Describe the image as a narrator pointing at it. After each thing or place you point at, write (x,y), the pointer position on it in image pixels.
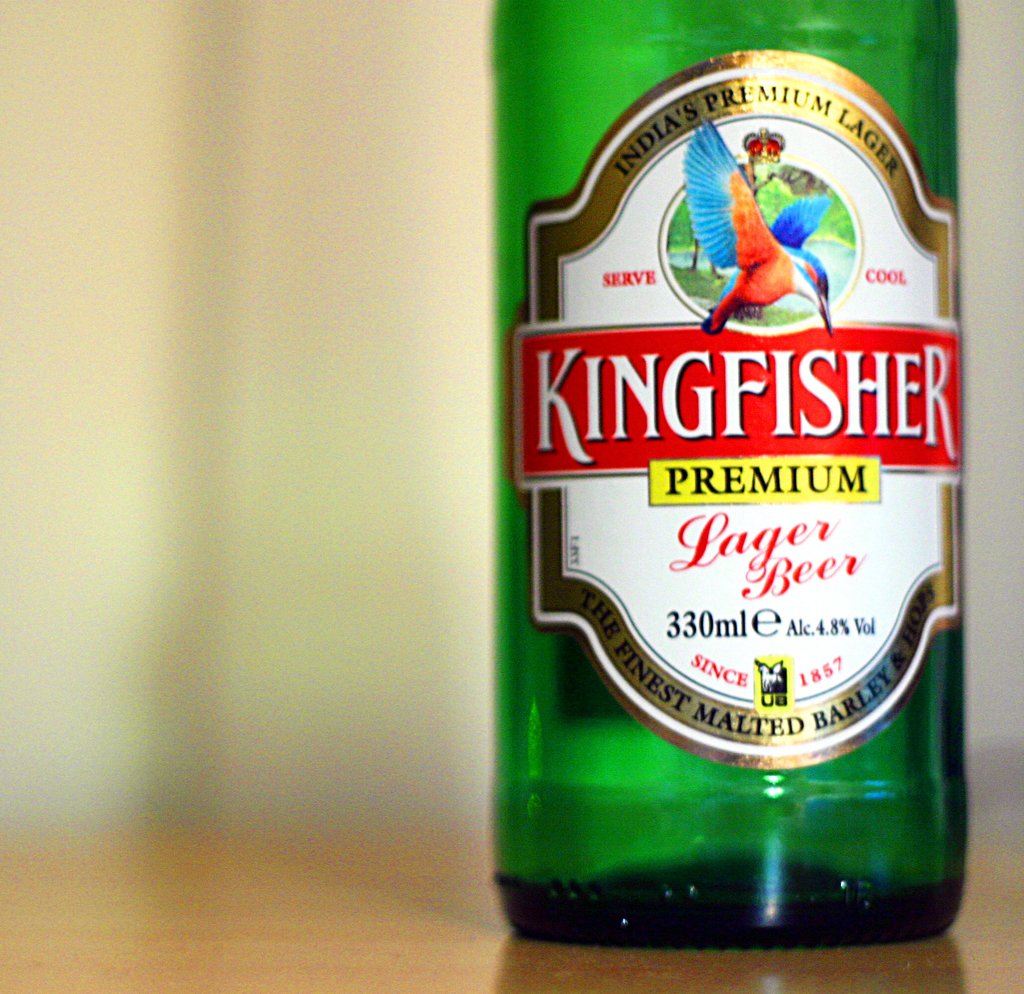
There is a green bottle (608,711) and on the green bottle (699,436) there is a label (692,387) and it is on a surface (411,937).
